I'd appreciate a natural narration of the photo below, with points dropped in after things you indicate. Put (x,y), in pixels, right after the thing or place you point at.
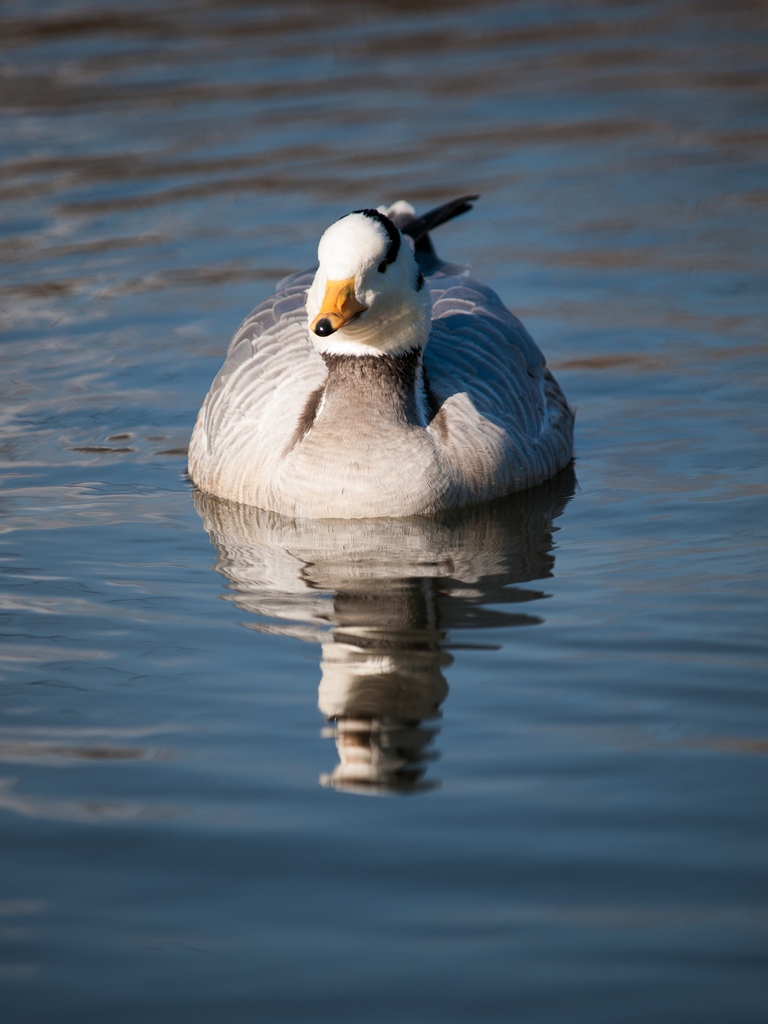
In the image there is a duck (289,368) swimming on the water (474,222), it has a yellow beak (322,315).
